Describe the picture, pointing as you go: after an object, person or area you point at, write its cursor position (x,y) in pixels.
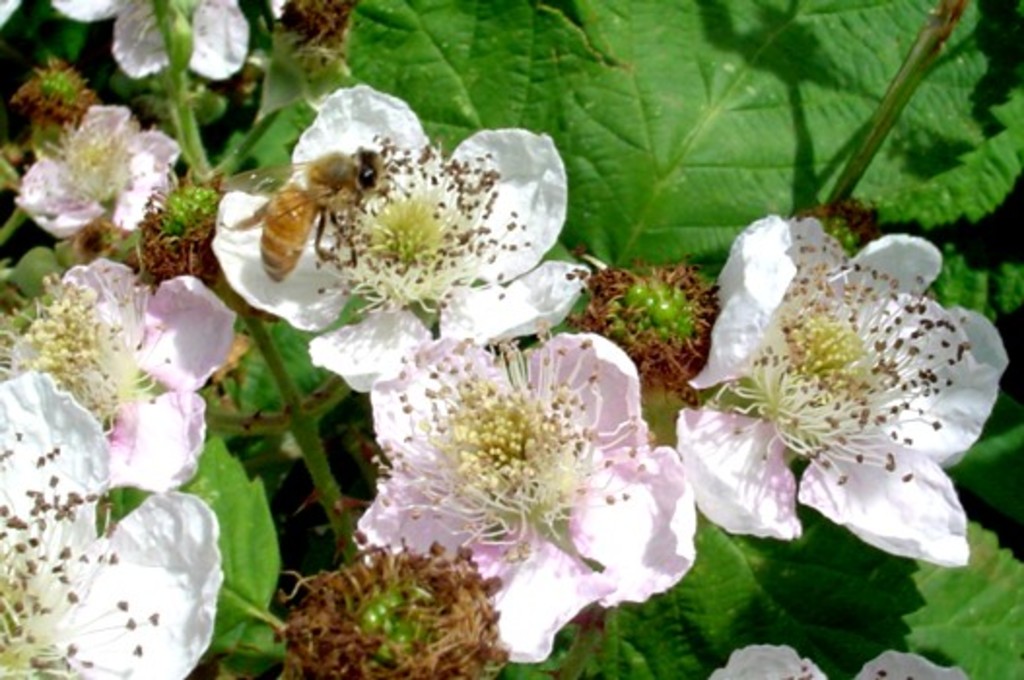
In this picture we can see an insect (311,203), flowers (318,156), leaves (938,211), stems (201,158) and a few things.
